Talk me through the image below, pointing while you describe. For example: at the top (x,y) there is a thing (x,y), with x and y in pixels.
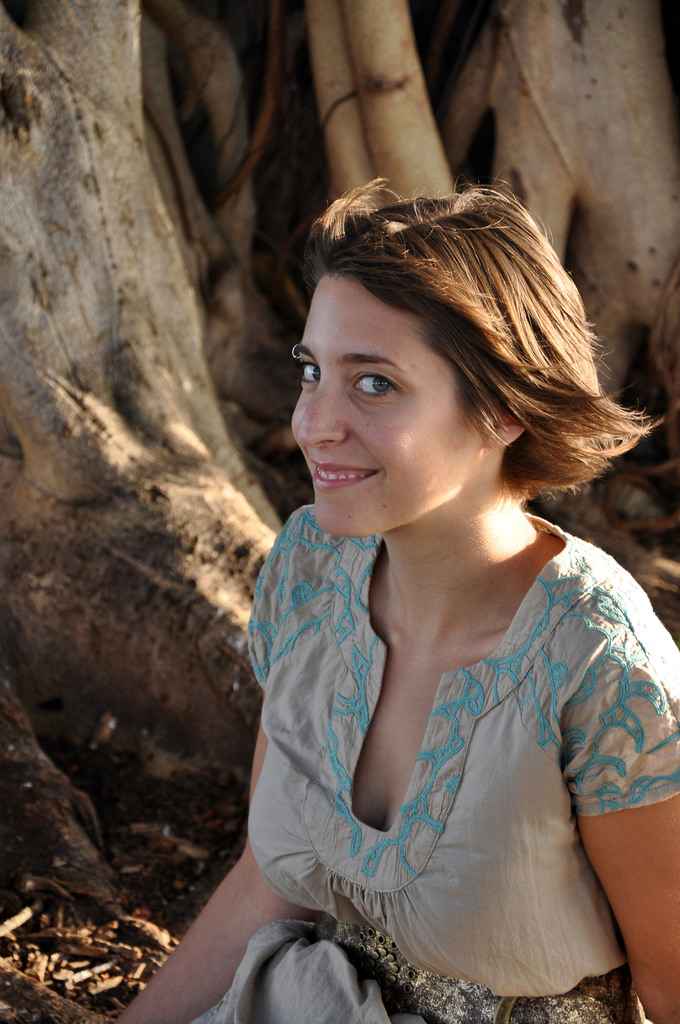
In this image I can see a woman (337,863) in the front (544,525) and I can also see smile on her face (405,448). In the background (157,359) I can see few things (118,347).
